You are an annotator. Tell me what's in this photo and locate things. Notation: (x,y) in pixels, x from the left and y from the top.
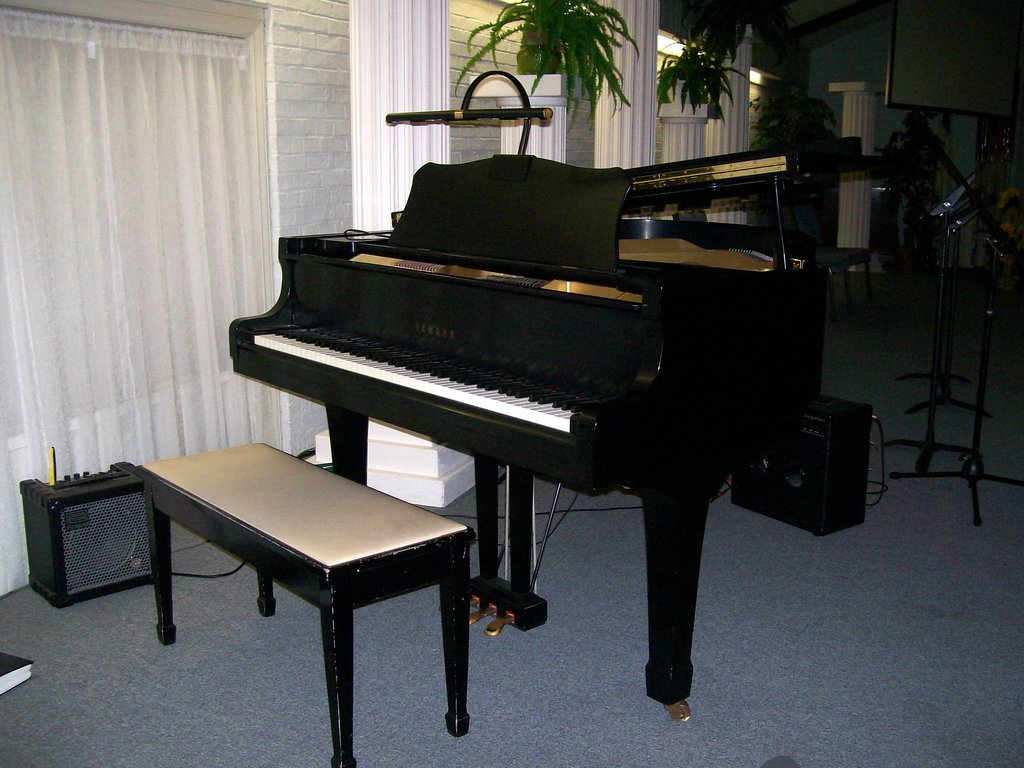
In this image in this room (560,509) some instruments (625,352) are there like mike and keyboard (498,282) and some things (353,617) are there bench (325,607) and plants (665,82) and background (785,78) is a little dark.
